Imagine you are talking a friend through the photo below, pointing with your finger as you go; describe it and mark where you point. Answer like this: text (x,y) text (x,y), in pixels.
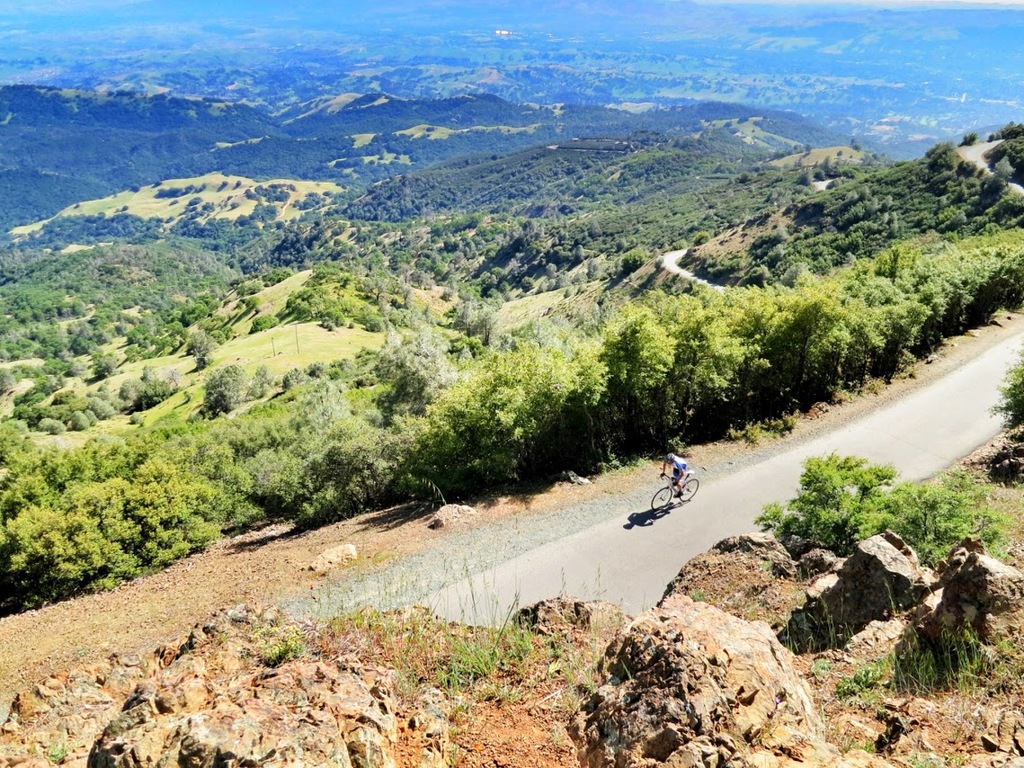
In this image we can see the person (670,461) bicycling on the road (662,520). We can also see the trees (27,579), hills (302,81), grass (452,643) and also the rocks (727,719).
